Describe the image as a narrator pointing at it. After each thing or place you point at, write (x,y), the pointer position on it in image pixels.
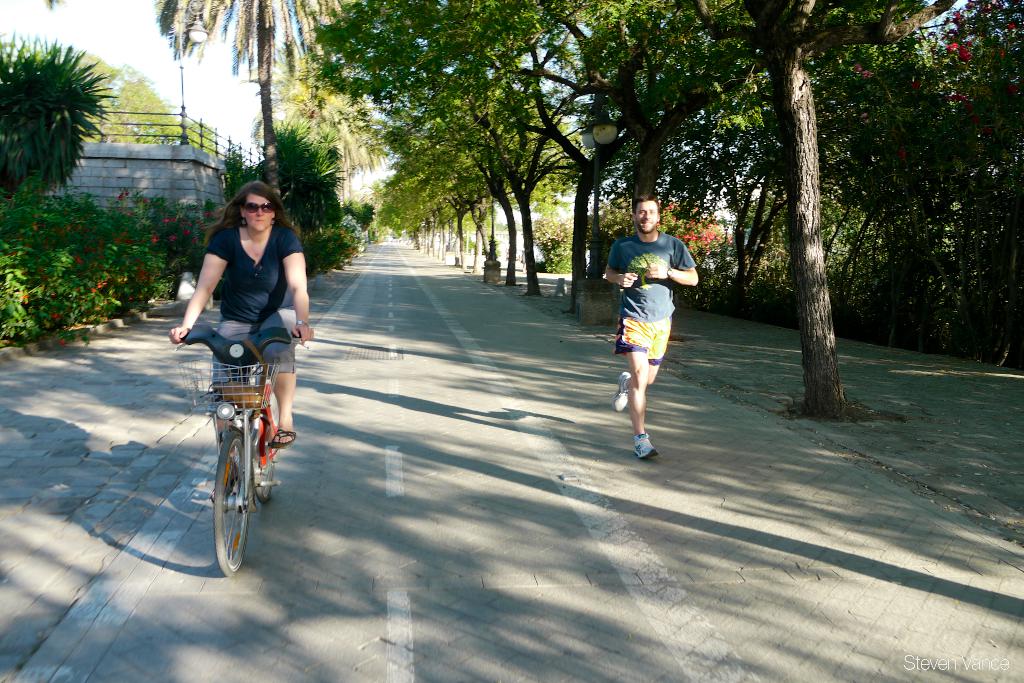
Here we can see a woman (239,252) is riding the bicycle (214,370) on the road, and here a person (633,324) is running on the road (443,285), and at side here are the trees (729,150), and here is the wall (188,173).
